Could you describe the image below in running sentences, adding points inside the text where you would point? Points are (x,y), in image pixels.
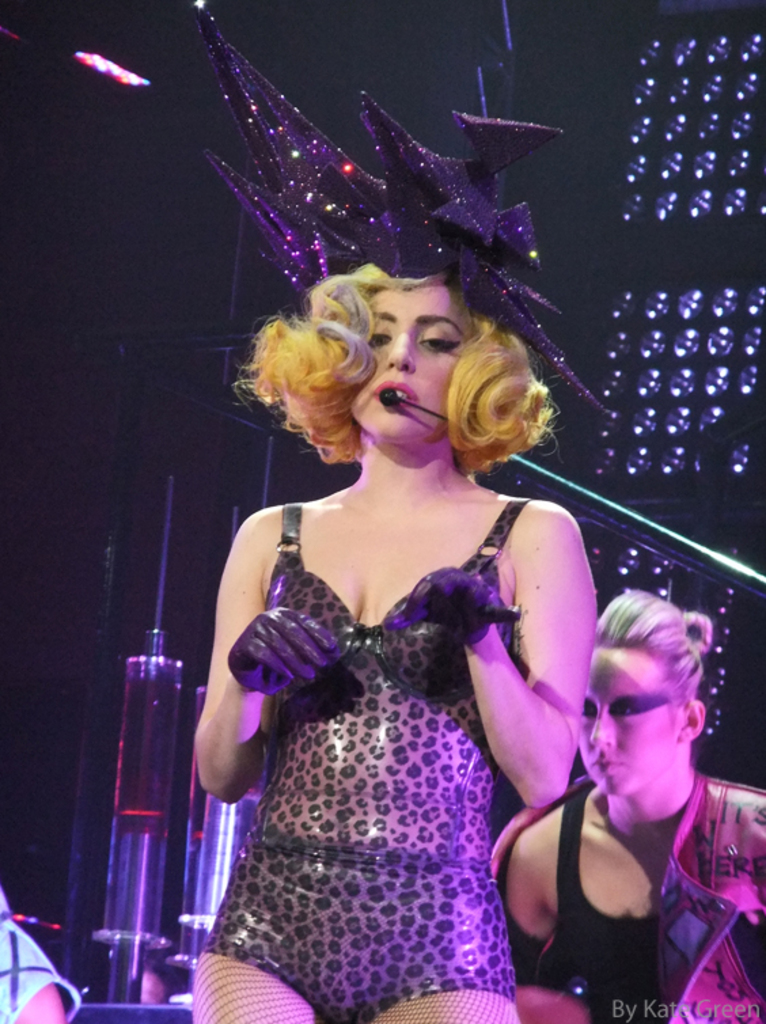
In this image I can see the person (377,607) standing and the person (497,928) is wearing black color dress (473,948) and I can the microphone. Background (630,434) I can see few lights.
